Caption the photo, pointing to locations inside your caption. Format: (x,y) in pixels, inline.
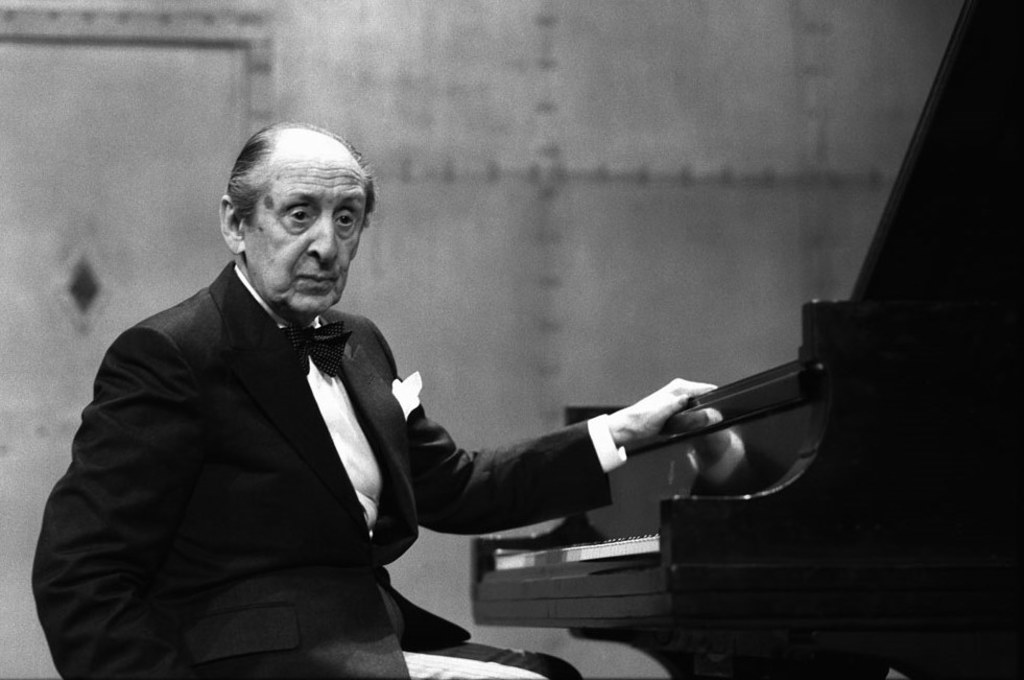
A man (196,427) with black jacket (214,428) and white shirt (343,439) is sitting. In front of him there is a piano (582,533). He kept his left hand (657,395) on the piano (640,543).
